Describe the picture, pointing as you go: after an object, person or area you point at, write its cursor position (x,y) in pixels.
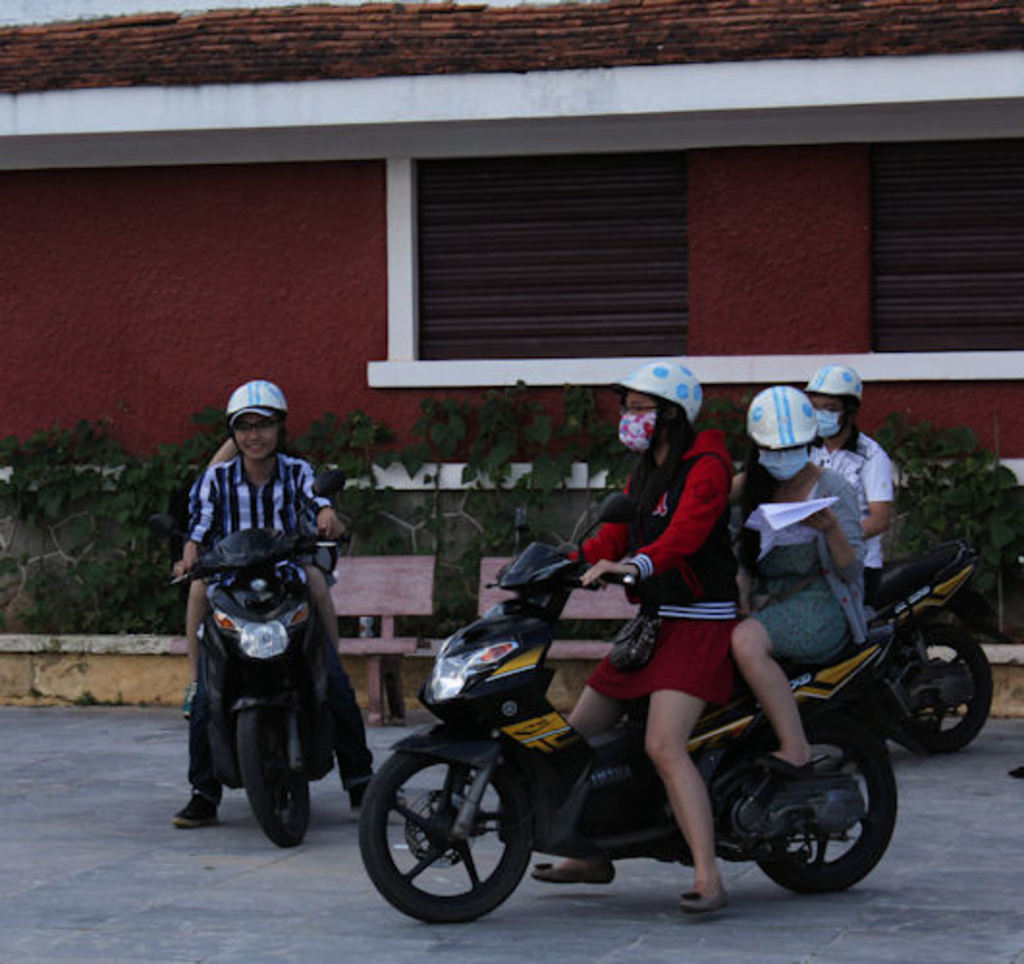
As we can see in the image, there are four people (640,471) sitting on motorcycles (851,657). Behind them there is a red color house (317,292). In front of the house (295,295) there are few plants (172,487) and two benches (430,565).
